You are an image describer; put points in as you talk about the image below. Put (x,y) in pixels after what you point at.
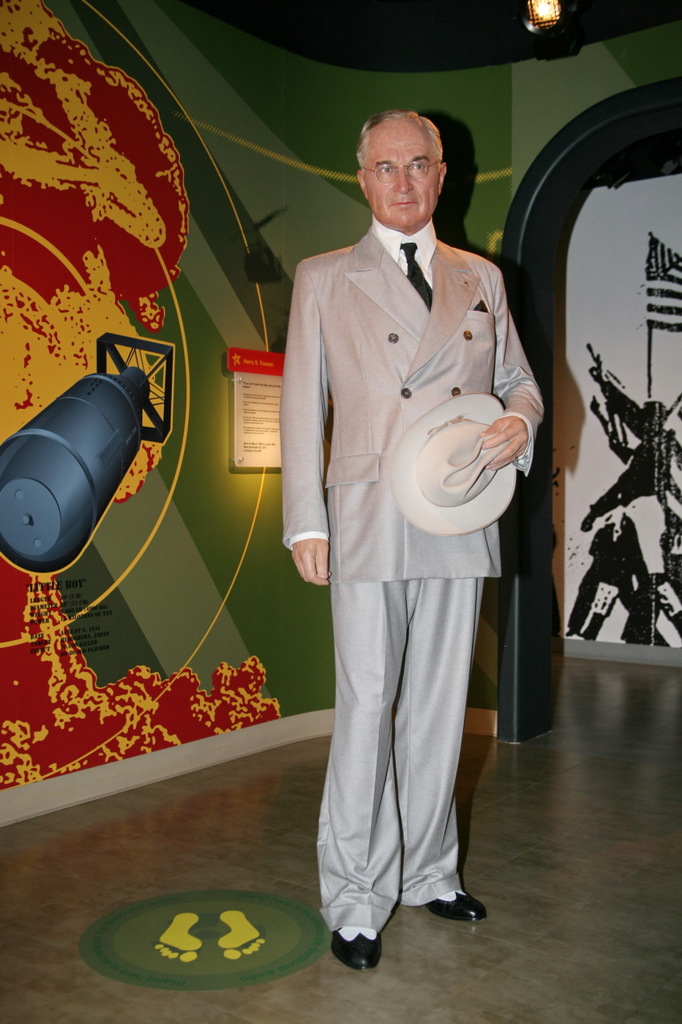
The picture is taken in a room (354,99). In the center of the picture (314,500) there is a person (368,308) standing wearing a suit (398,430) and holding a hat (462,453). In the background (447,91) there is a wall (186,621) with posters (170,253) attached to it. On the right (534,722) there is a door (538,732). At the top right (542,55) there is a light (576,4).
